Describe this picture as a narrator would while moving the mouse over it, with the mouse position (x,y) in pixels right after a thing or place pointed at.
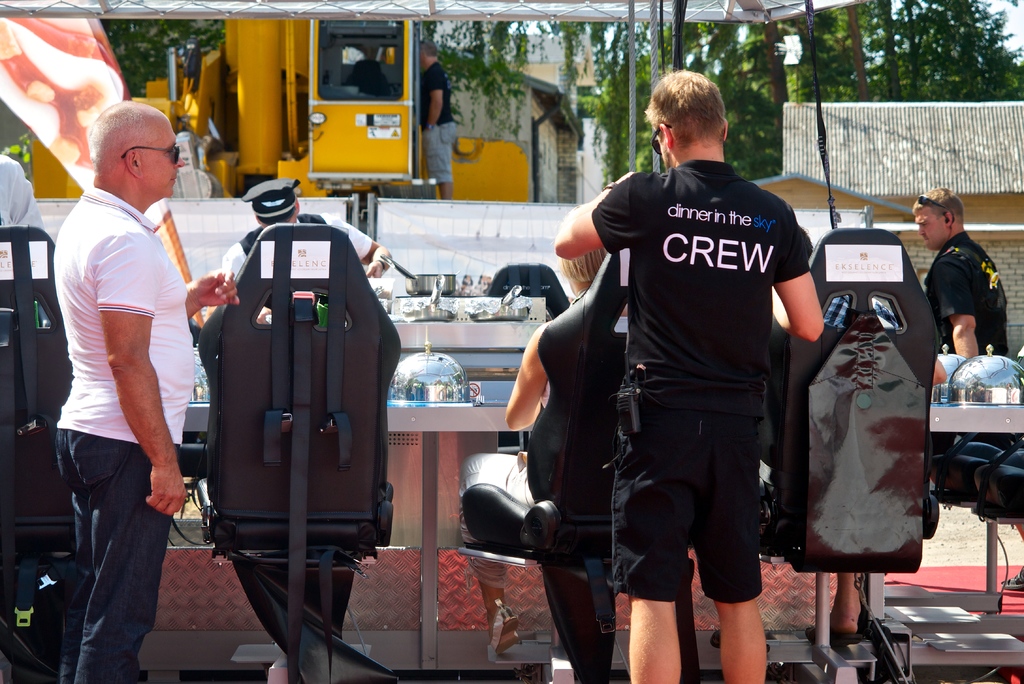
In this image, I can see five persons (172,333) standing and two persons (884,318) sitting on the chairs (594,378). There are utensils (443,282), frying pans (452,318) and few other things (979,384) on the tables (424,407). At the top of the image (349,113), I can see a vehicle (292,141). In the background (520,133), there are buildings (545,68) and trees (949,67).
